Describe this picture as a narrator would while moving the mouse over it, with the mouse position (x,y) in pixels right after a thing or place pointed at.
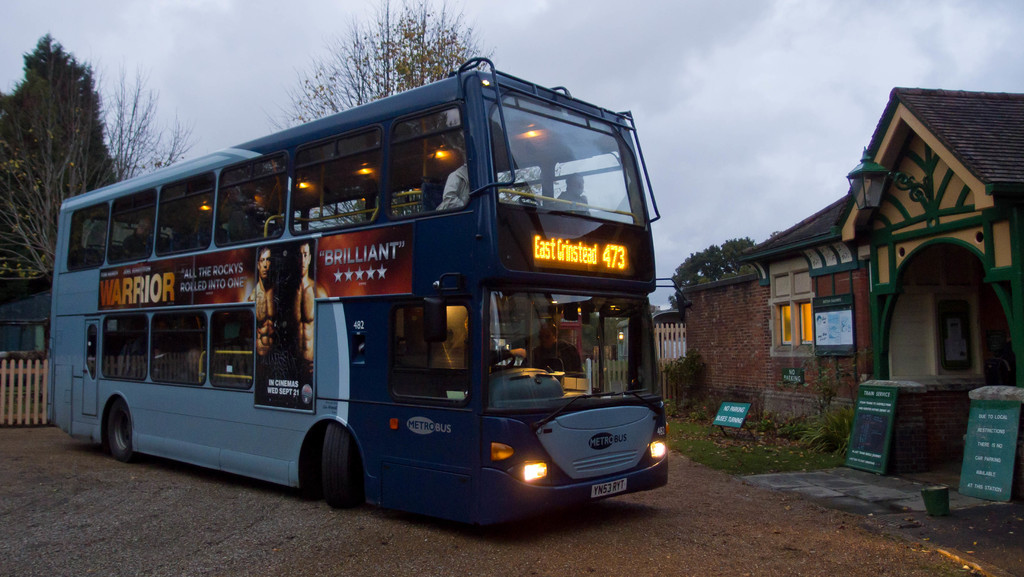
In this picture we can see a Double Decker Bus (290,297) parked on the path (298,502) and on the right side of the bus (527,295) there is a house (887,342), boards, pot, light (868,187) and plants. Behind the bus (219,349) there is a wooden fence (16,364), shed (17,349), trees (6,147) and a sky (616,75).
